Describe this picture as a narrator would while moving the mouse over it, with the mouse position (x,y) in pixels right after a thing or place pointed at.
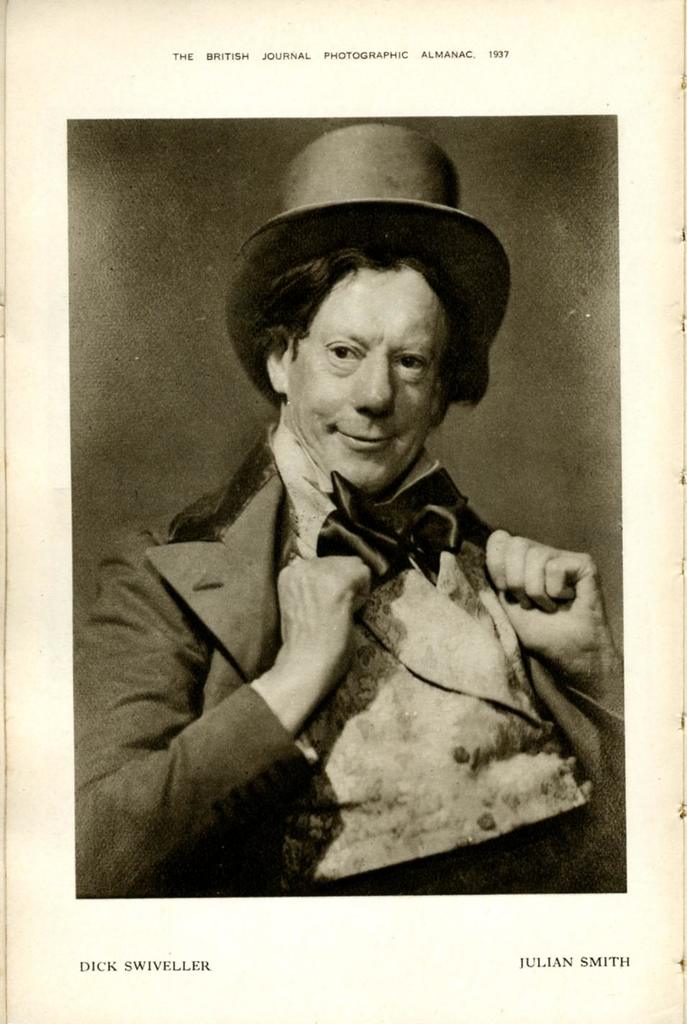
This is the image of the page (315,427) of a book (183,322) where there is a picture (230,372) of a person (339,601) and some text (183,966).
